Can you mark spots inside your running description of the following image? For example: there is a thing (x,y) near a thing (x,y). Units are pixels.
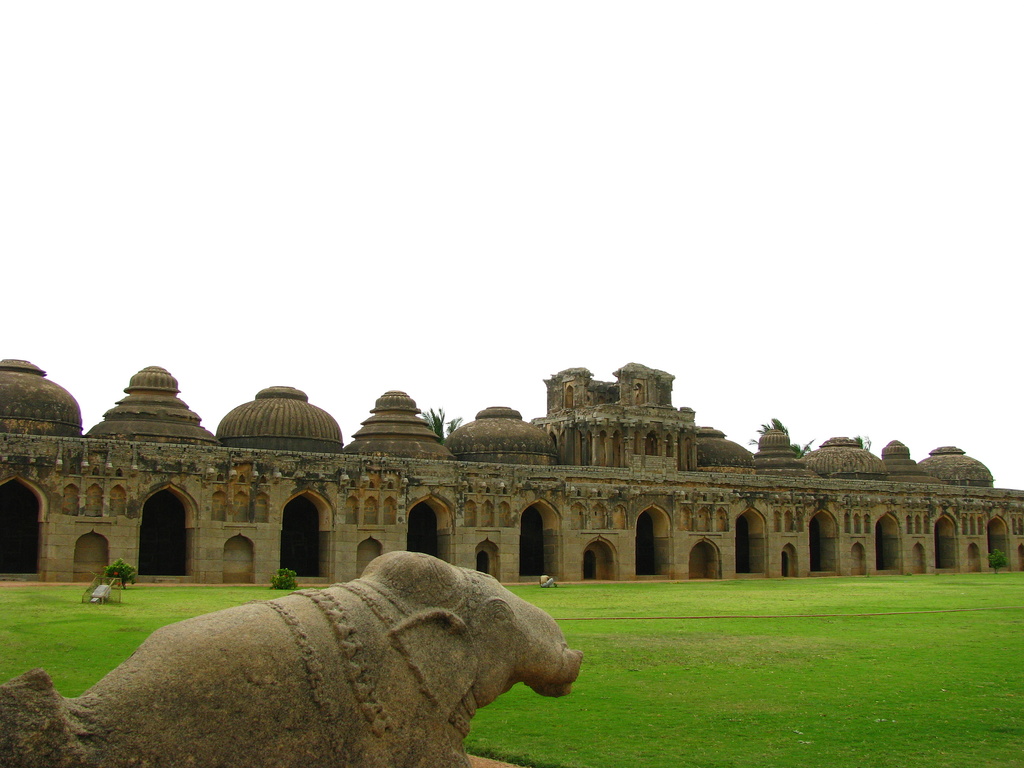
In this image in front (24,750) there is a bull statue (421,679). At the bottom of the image (923,615) there is grass (908,656) on the surface (841,660). There are plants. In the background of the image (521,503) there is an architectural structure (564,483) and there is sky (486,217).
